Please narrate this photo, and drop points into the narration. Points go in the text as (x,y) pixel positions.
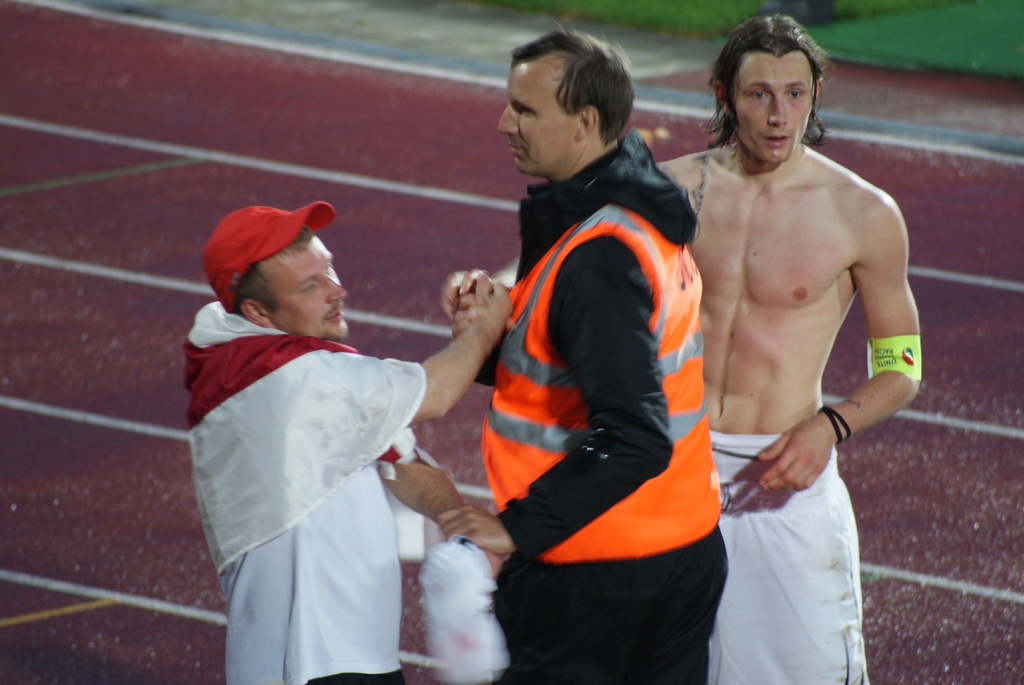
In the image few people (831,230) are standing and watching. At the top of the image (947,54) there is grass (982,54).
